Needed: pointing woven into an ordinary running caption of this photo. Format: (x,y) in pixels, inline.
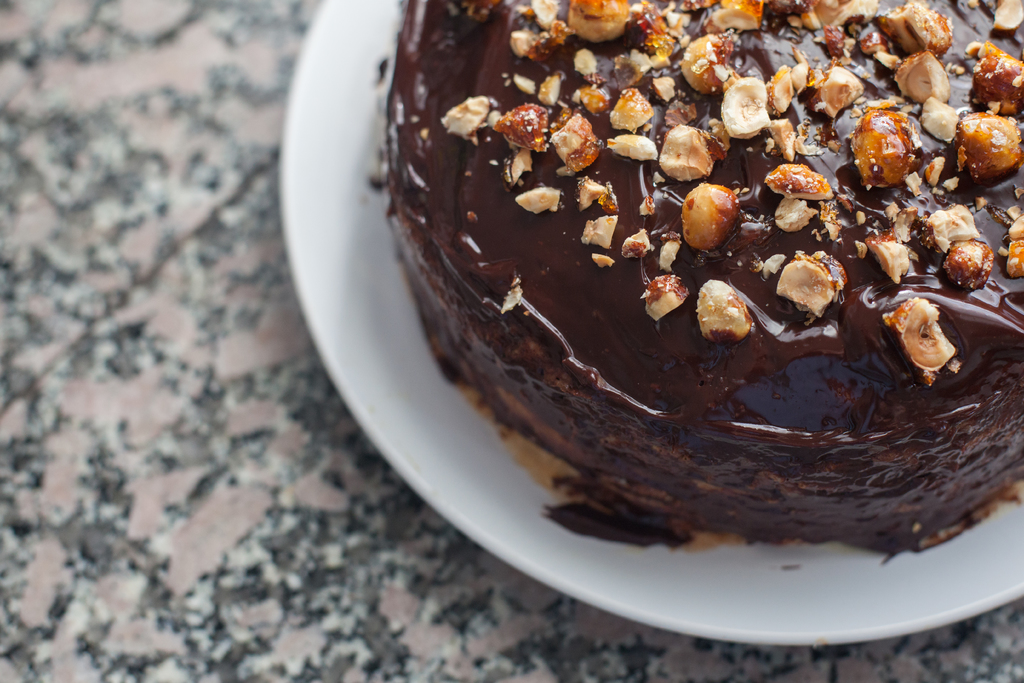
In this image there is a plate (338,174) on the floor (98,172), there is food (735,212) on the plate (399,356).
